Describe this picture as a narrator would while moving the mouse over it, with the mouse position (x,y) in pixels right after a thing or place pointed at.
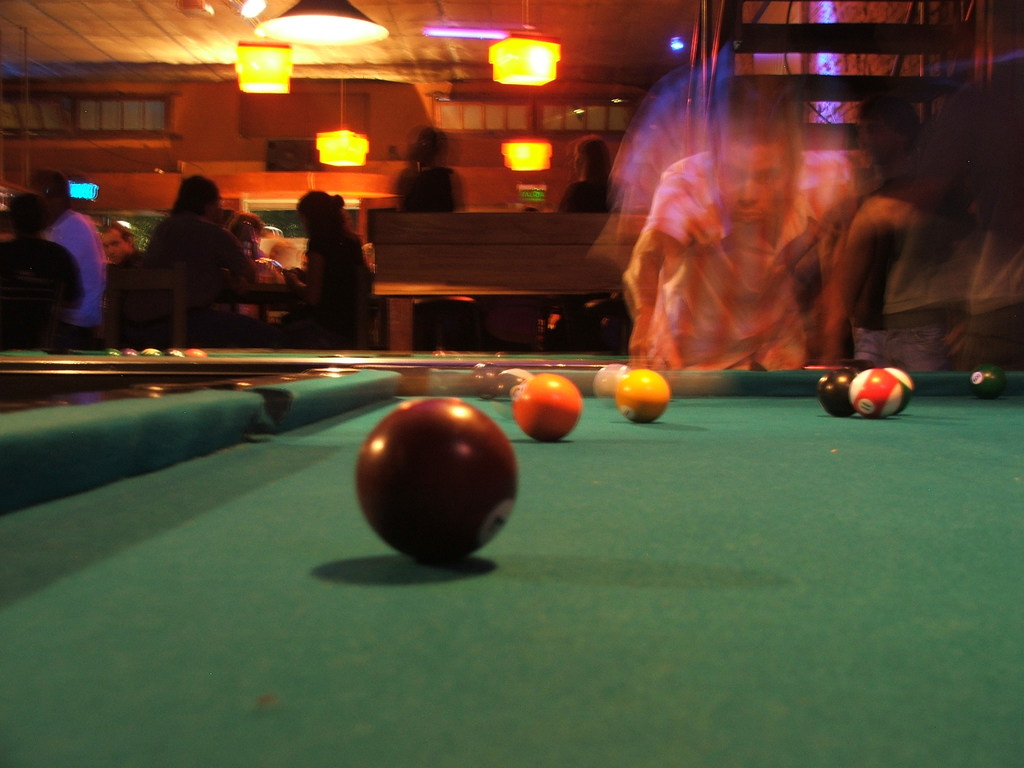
In the image we can see there is a billiard board (519,548) and there are balls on the board (483,637). There is a person (755,279) standing near the board (420,622) and there are people (67,242) sitting on the chairs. There are lightings (506,67) on the top (555,57) and the image is little blurred.
